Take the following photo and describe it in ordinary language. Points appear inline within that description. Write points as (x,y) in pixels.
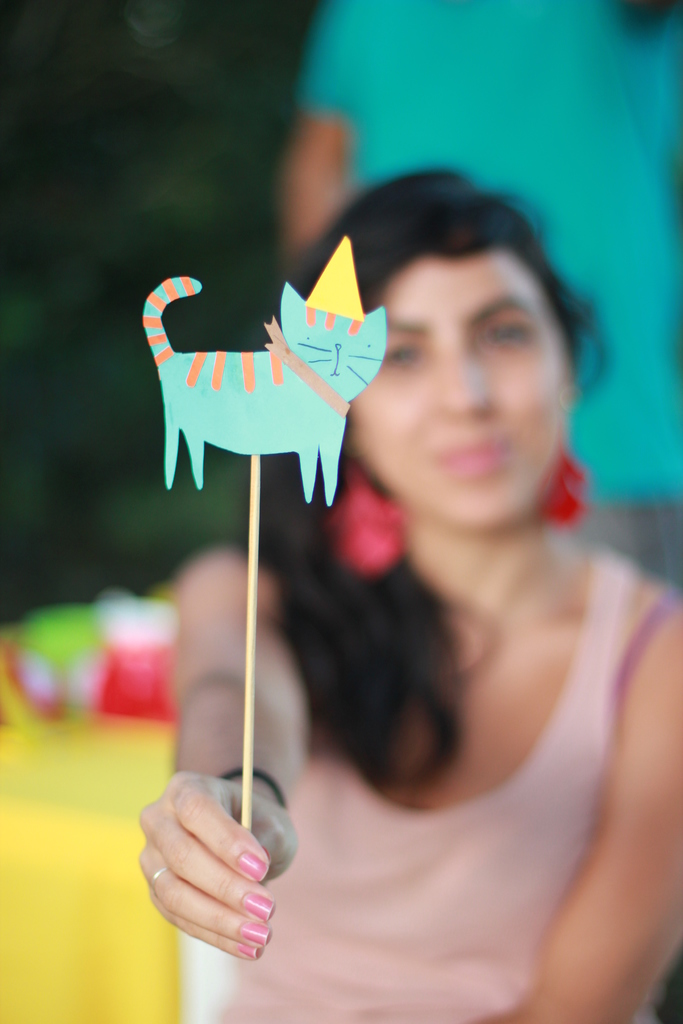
There is one woman (454,885) holding an object (262,431) as we can see at the bottom of this image (461,709).
